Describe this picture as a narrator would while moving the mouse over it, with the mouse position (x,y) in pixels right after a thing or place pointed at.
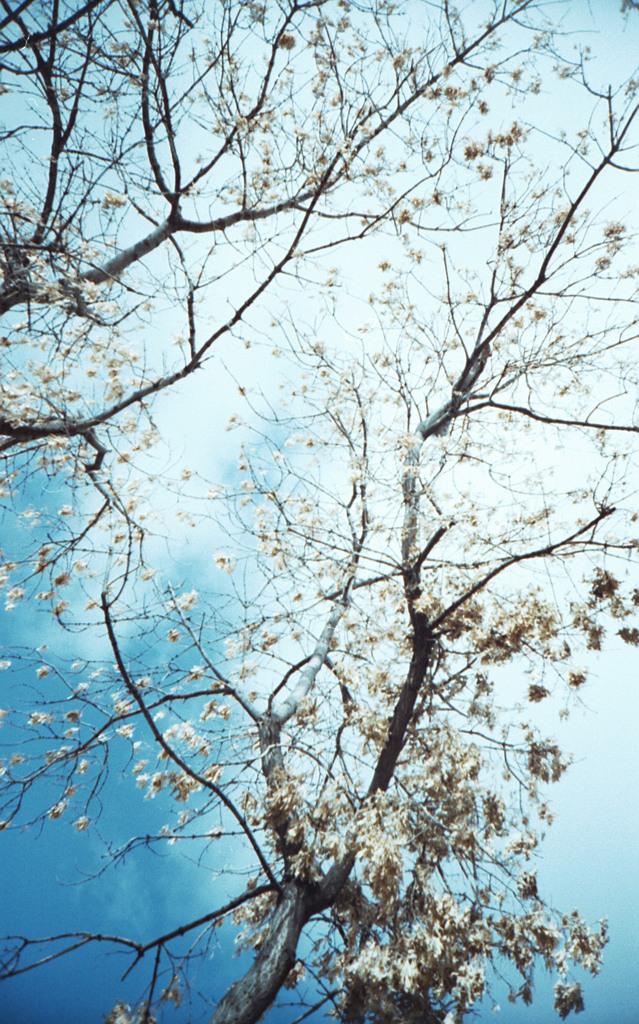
In this image, we can see some trees (415,1010) and the sky (317,538) with clouds (609,177).
